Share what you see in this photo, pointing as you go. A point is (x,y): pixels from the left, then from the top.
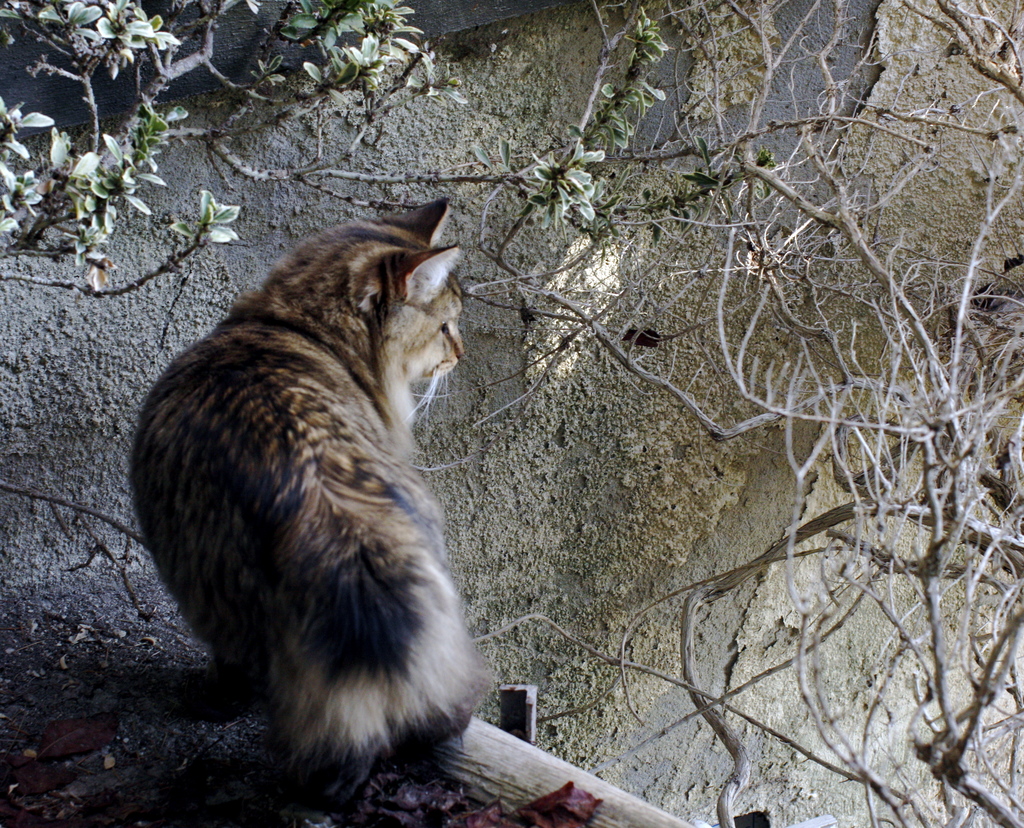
In this image there is a cat (302,363) standing and staring at something, in front of the cat (301,282) there is a wall (476,156), on the wall (704,305) there are some dried branches (409,175) and leaves (113,142) of a tree (781,325).
